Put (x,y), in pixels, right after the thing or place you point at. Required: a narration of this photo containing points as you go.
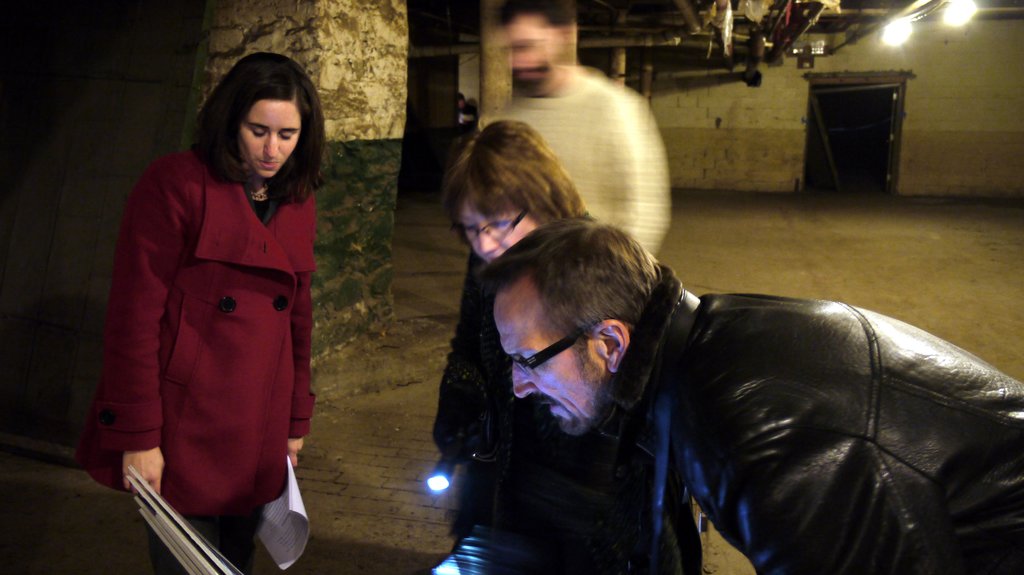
In this image, we can see some people (660,305) standing and we can see a torch light (446,485), in the background (227,57) we can see a wall (736,112).
